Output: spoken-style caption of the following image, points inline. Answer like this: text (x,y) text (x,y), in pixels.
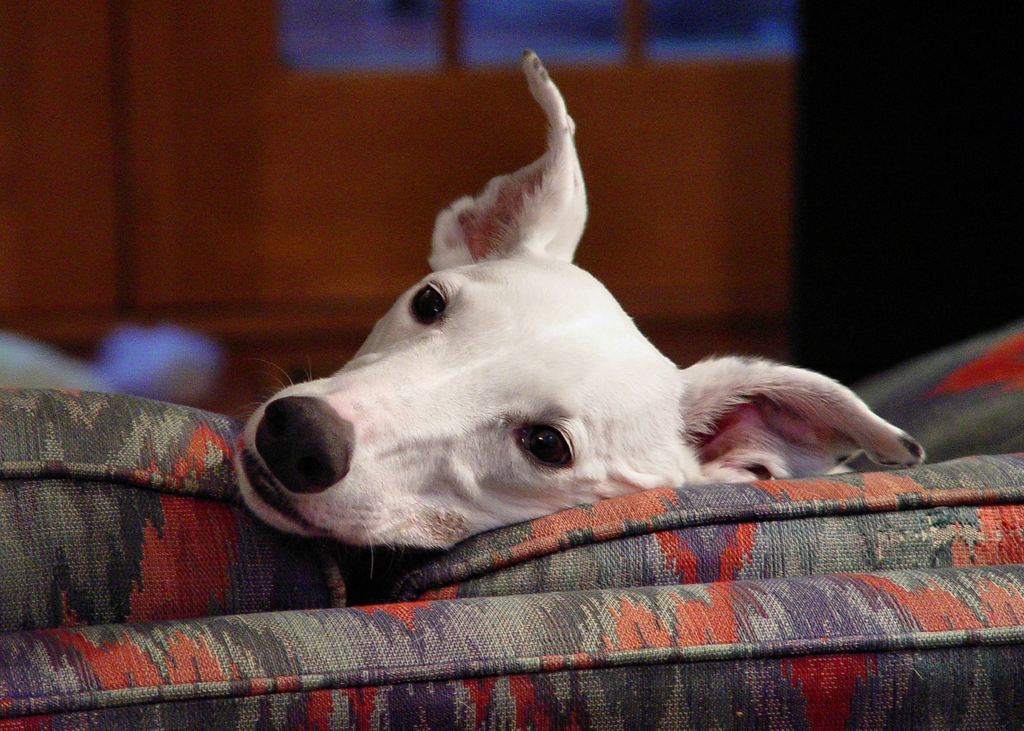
In this picture we can see the head (541,455) of a dog (489,279) on a colorful object (322,609). Background (122,207) is blurry.
